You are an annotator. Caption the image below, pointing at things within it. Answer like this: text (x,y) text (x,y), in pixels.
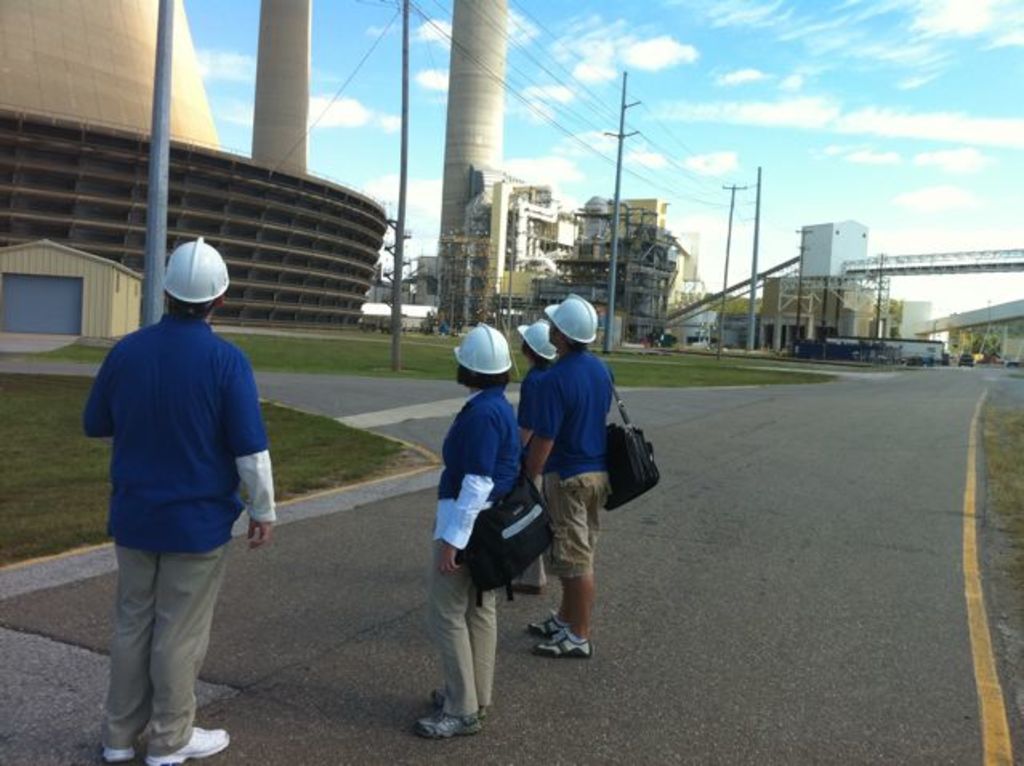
There are four persons (167,694) on the road (205,672). This is grass (314,455). Here we can see poles (722,329), buildings (759,334), and vehicles (932,341). In the background (893,212) there is sky (777,69) with clouds (739,80).
